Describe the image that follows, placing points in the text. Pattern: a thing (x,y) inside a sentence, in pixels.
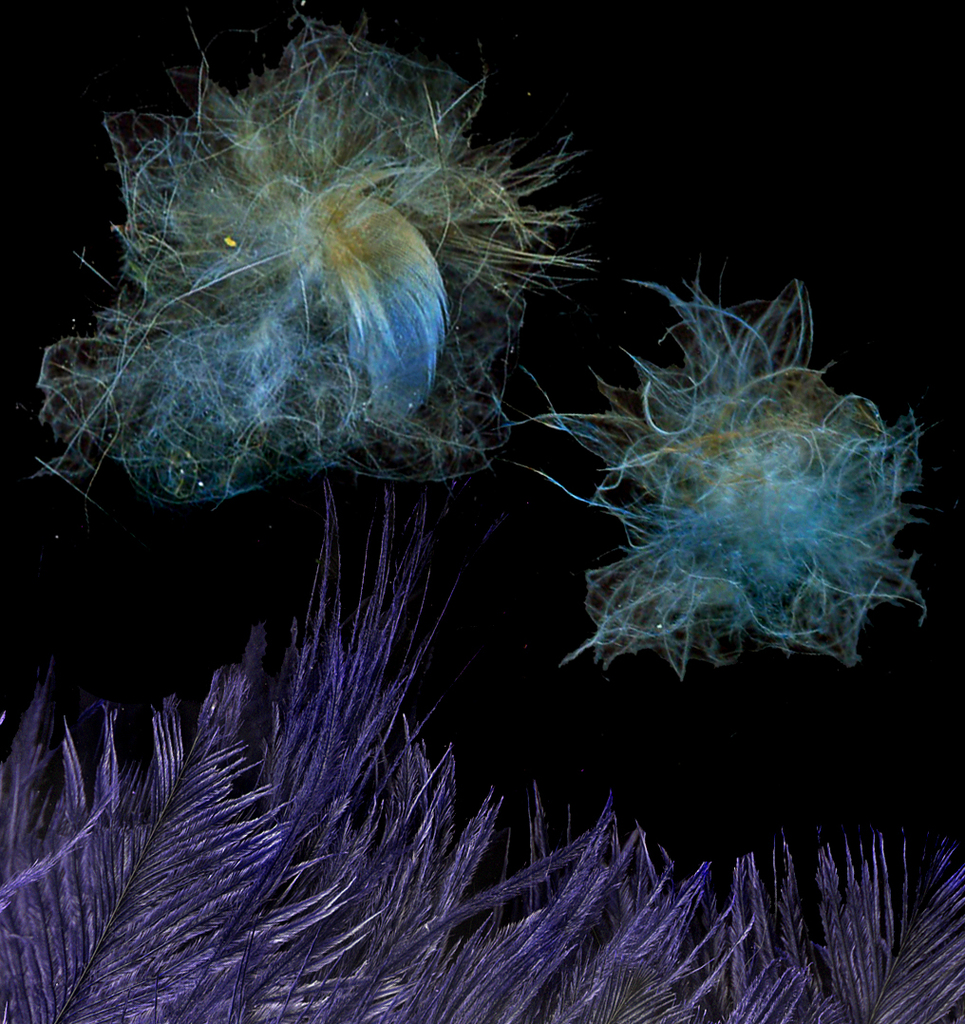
In this image I can see few blue colour things (849,580) and few purple colour things (371,896). I can also see black colour in background (73,669).
